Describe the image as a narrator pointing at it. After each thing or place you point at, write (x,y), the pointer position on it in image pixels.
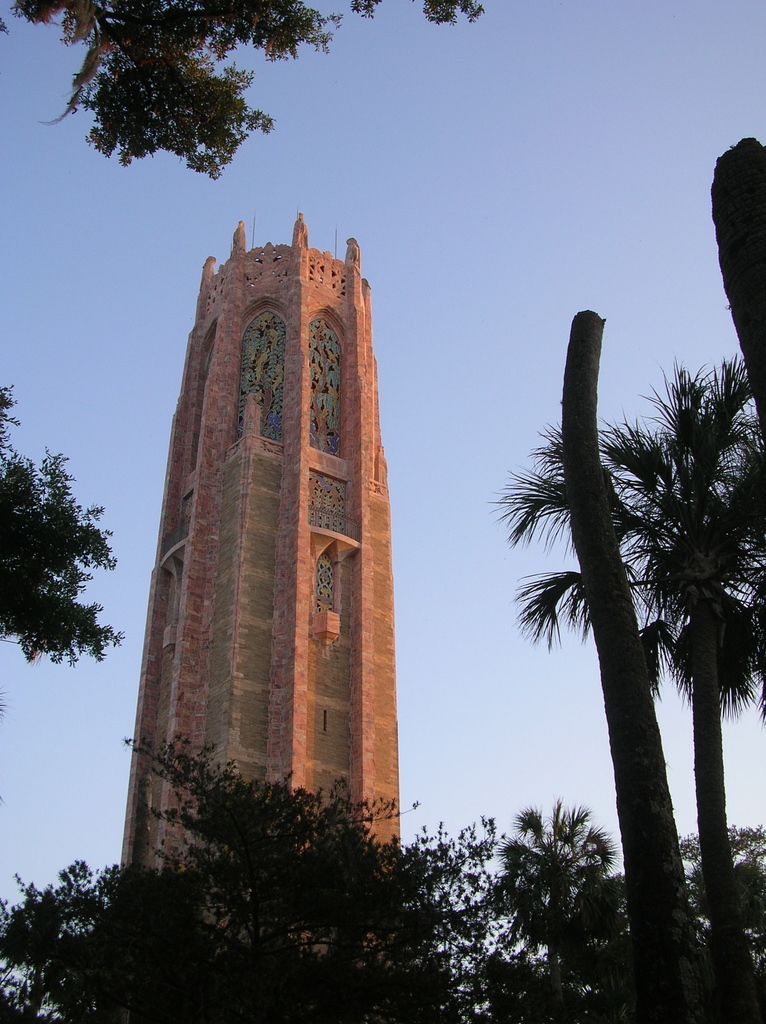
In this image there is a tower (313,532) in the middle (327,453). At the bottom (356,897) there are trees (477,884). At the top (487,51) there is the sky (505,96).
